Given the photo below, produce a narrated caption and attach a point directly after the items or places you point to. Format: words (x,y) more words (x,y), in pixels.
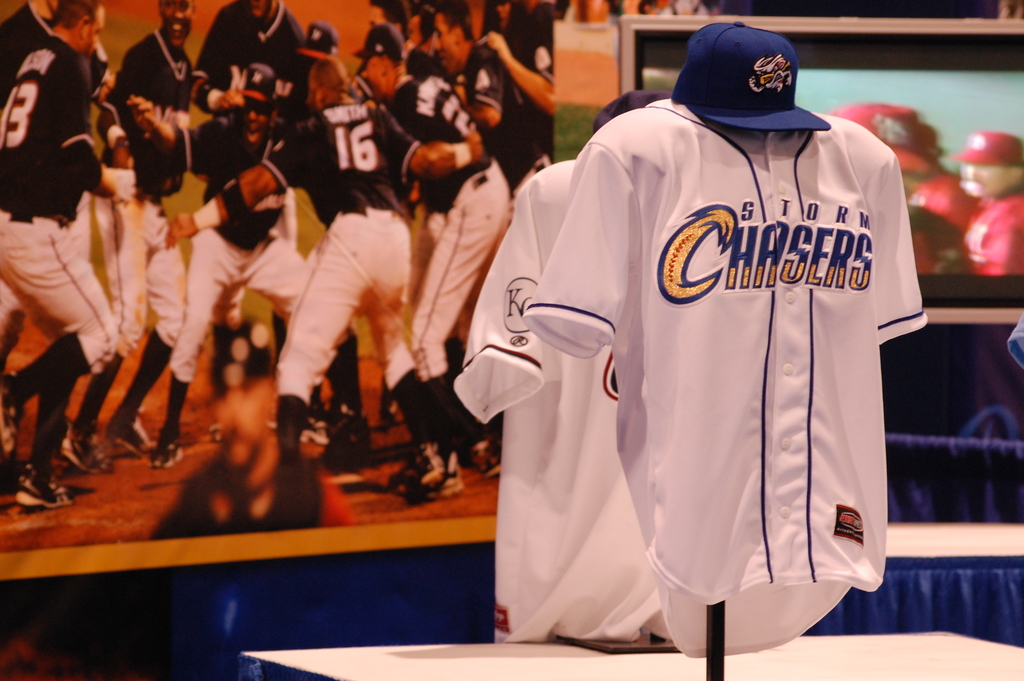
In this image there is a table (525,664), on that table (587,661) there are two shirts (635,259) and caps (730,71), in the background (314,80) there is a poster (485,517) on that poster (246,246) there are players (395,197).
